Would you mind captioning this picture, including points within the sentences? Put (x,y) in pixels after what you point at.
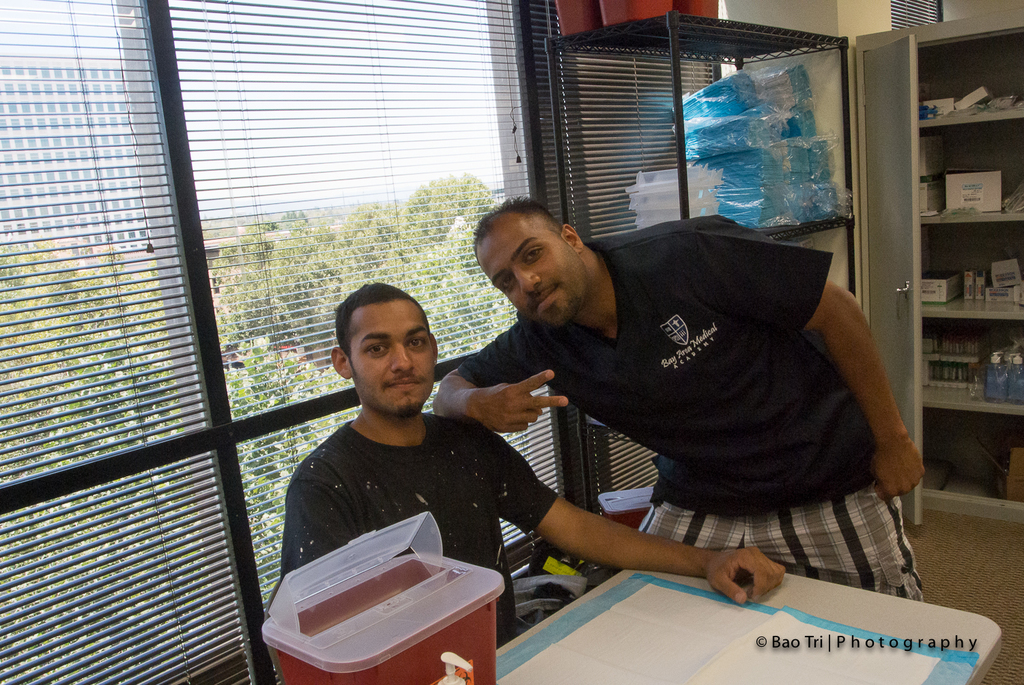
This person (657,381) standing and this person (458,455) sitting. We can see box (360,623), paper (554,665) on the table (857,606). On the background (351,198) we can see window (379,77), from this window (368,148) we can see trees (237,311). Behind this person (573,332) we can see racks (687,160) and cupboard (892,238) with things (949,193). This is floor (987,572).
